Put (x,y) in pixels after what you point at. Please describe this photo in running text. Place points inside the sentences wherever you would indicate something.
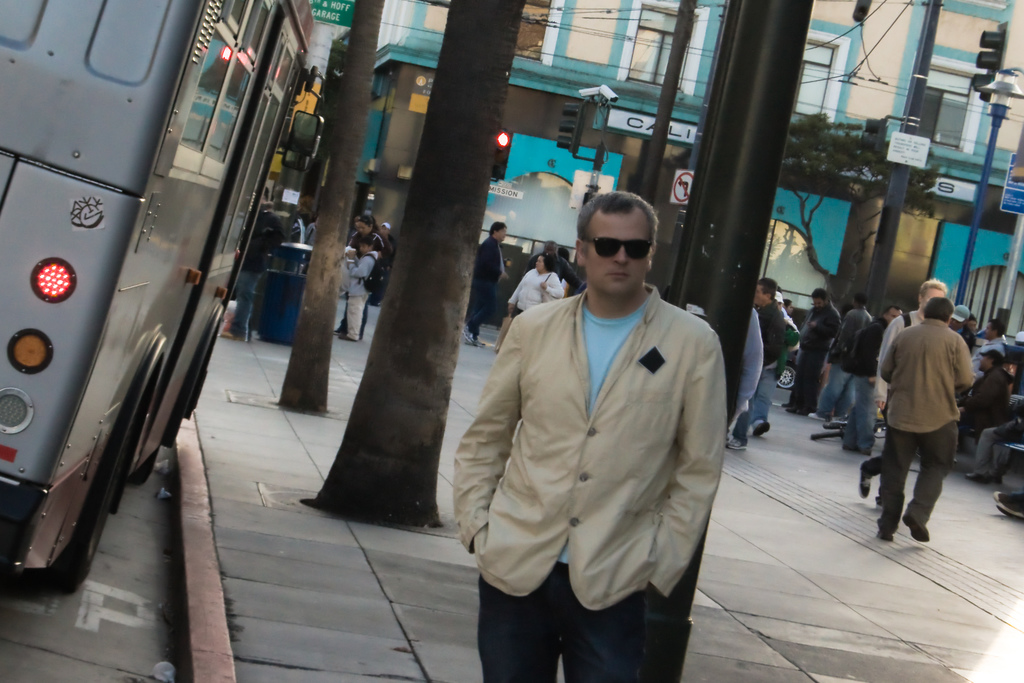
In the image there is a man (672,431) in white jacket (656,431) standing on footpath (906,636) with a bus (62,286) on the left side (12,306) and behind him there are trees (387,359) on the right side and there are many people (956,372) walking in front of the building (957,54).
